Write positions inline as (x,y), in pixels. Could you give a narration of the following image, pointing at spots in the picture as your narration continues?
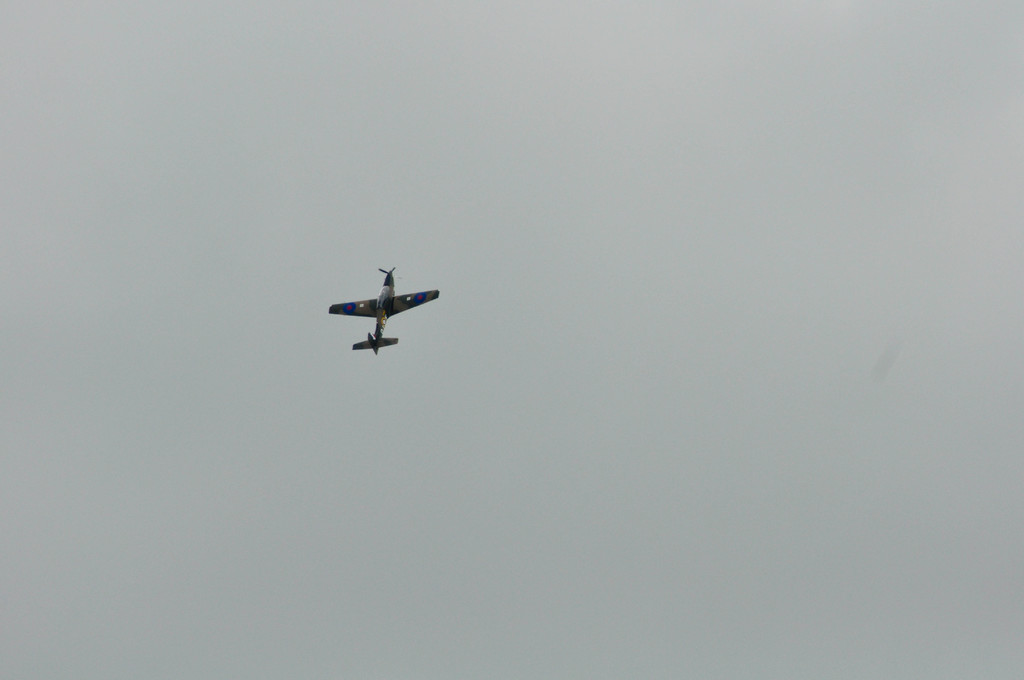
In this image I can see an aircraft (384,328) which is yellow, blue and black in color is flying in the air (439,368) and I can see the sky (394,276) in the background (456,182).
